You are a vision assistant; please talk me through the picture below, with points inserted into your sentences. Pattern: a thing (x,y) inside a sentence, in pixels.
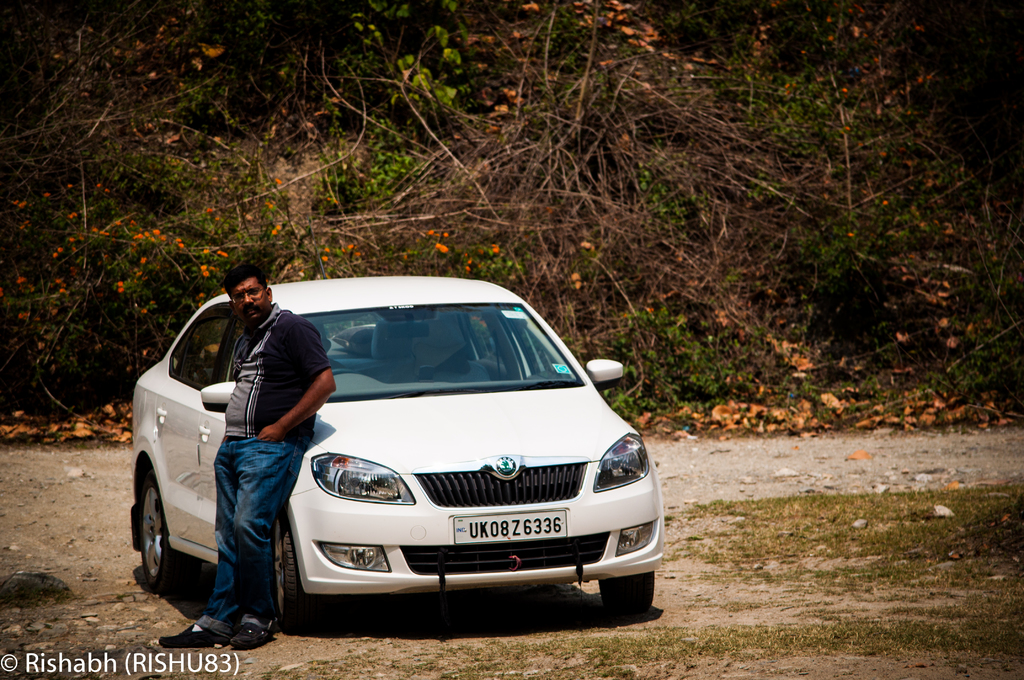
In this image we can see many trees (584,190) and plants (172,201). There are flowers (131,222) to the plants (163,222). There is a car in the image. There is a person (298,413) in the image.
